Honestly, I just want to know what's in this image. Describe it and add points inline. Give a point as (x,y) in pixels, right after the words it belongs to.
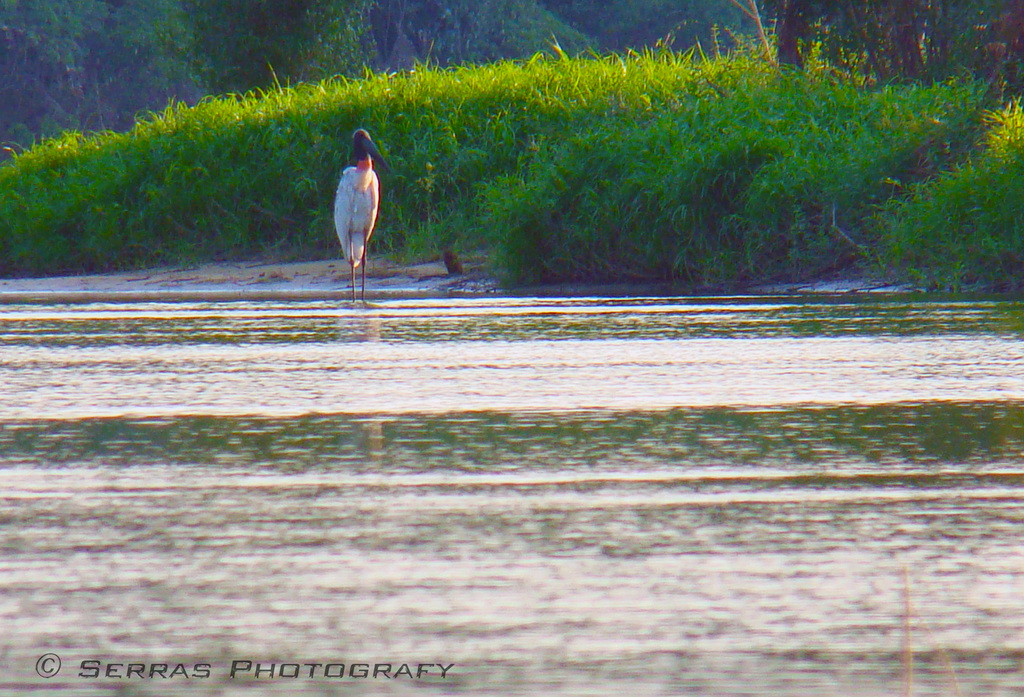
In this image we can see a crane (364,268) standing on the ground (408,275). In the background (385,150) there are trees (255,37), grass (472,175) and water (539,419).
